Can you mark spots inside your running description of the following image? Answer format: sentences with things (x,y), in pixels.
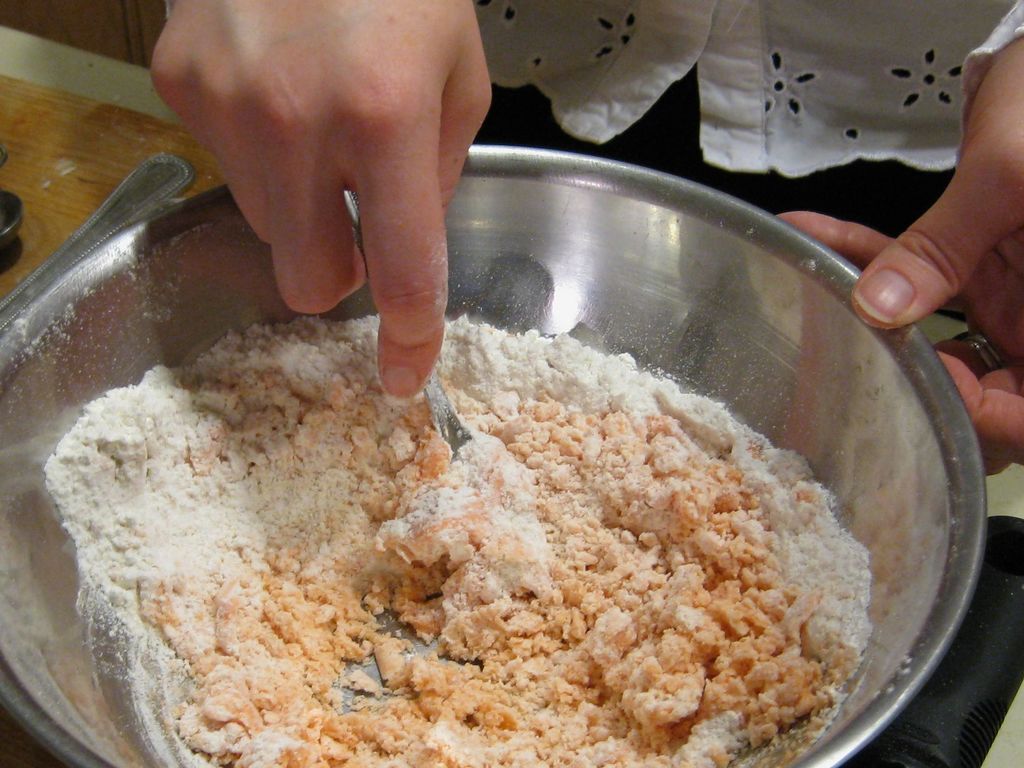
In this image, we can see the hands (994,305) of a person (984,334) holding steel object (444,419) and bowl (777,329). In this bowl (837,477), we can see some powder (543,629). In the background (89,183), there are wooden board (75,171), spoons (112,200), black object (979,637) and surface (120,96). At the top of the image (507,29), we can see white cloth (615,55) and black color.
